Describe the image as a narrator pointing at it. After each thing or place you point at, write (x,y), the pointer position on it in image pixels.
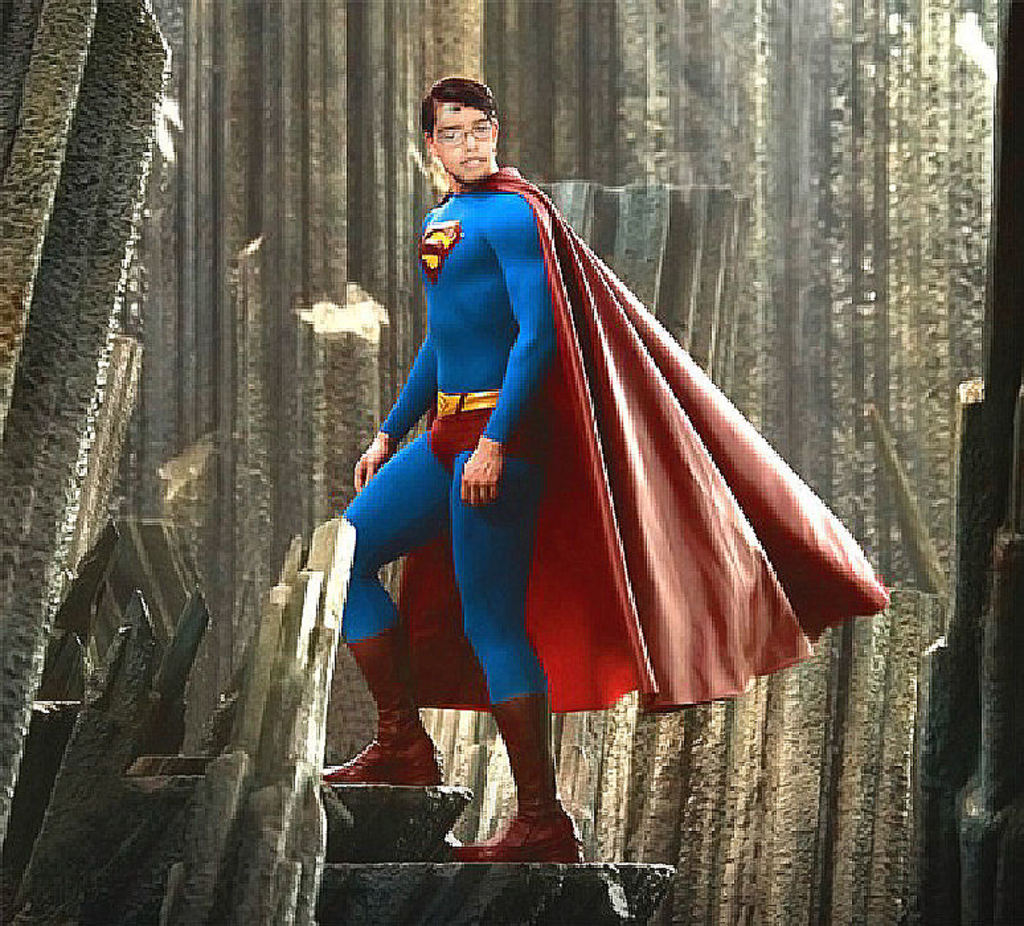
In the picture we can see an animated photograph of a superman (541,834) standing on the steps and behind him we can see a wall (307,391) with pieces (811,780).
